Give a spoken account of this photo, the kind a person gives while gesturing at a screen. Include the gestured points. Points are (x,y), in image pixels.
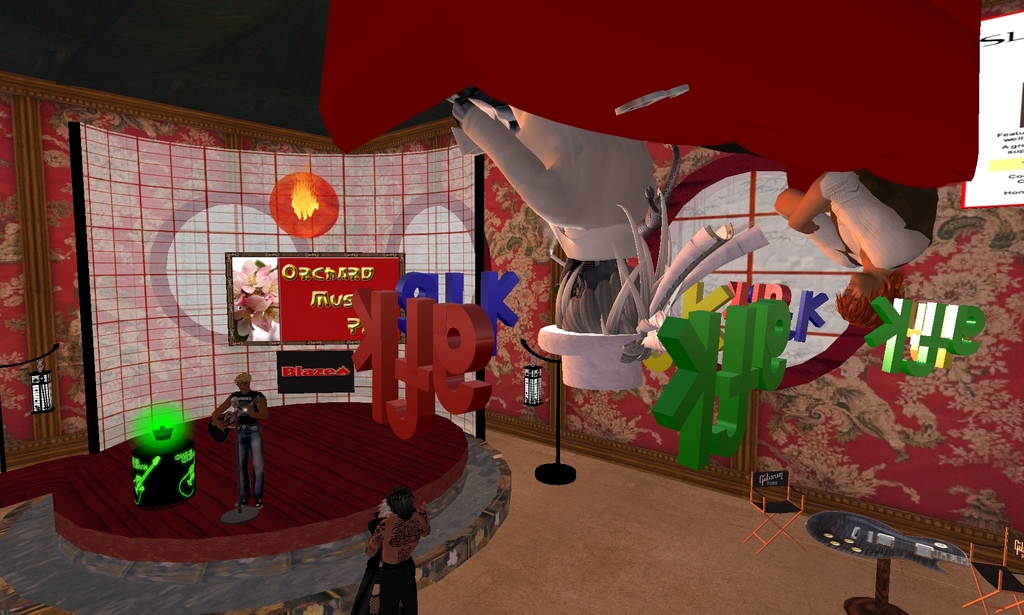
This is an animated image where we can see a few objects (1012,562), few people (359,614) and the wall (69,256) which is in red color in the background (271,129).
